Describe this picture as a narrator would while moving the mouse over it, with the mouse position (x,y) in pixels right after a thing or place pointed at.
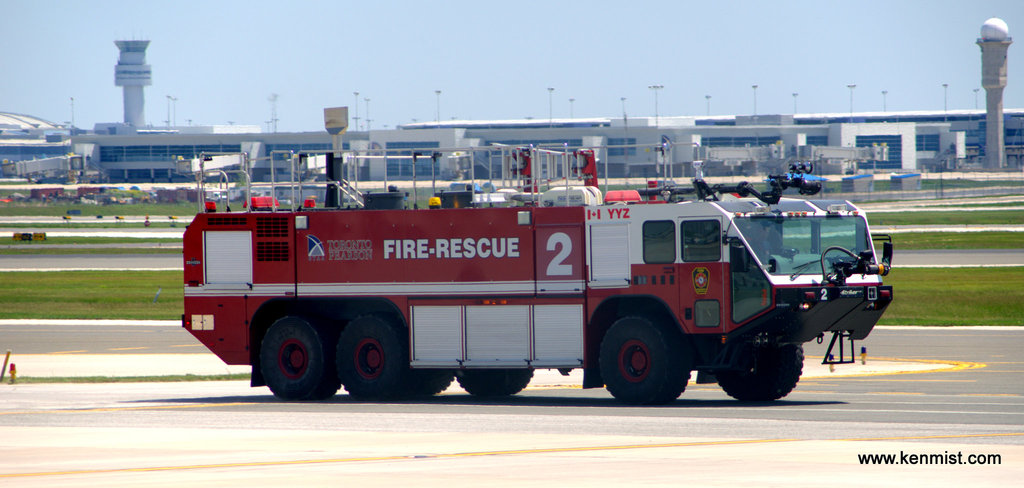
In the center of the image (449,269) we can see a vehicle (538,327) on the road (441,402). In the background (142,161) we can see the buildings (911,154). We can also see the poles (659,86). At the top (648,109) there is sky (405,24) and in the bottom right corner (916,458) there is a black color text (941,458).
